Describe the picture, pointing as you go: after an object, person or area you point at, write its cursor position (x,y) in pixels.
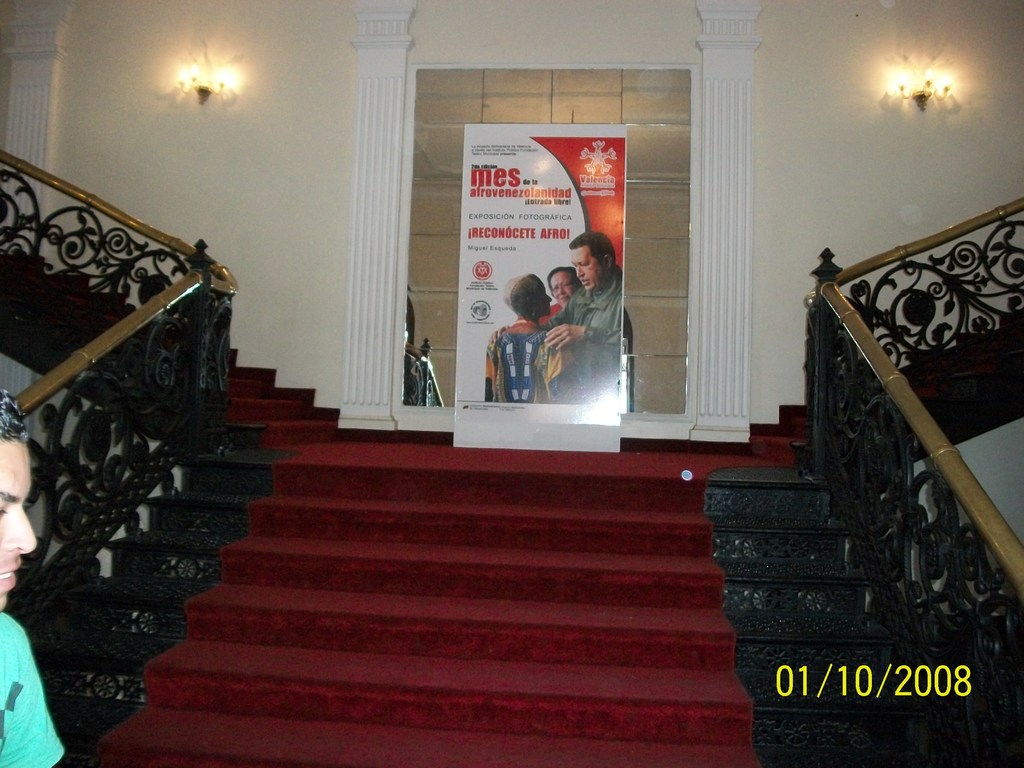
In this image we can see some stairs (460,649) on which there is red color carpet (370,554), there is black color fencing (29,583) on left (58,634) and right side of the image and in the background of the image (509,198) there is poster (477,207) attached to the glass wall (497,112) and there are some lights (184,67) also attached to the wall (126,94) and on left side of the image (11,671) we can see a person (19,721) wearing green color dress (19,640).
